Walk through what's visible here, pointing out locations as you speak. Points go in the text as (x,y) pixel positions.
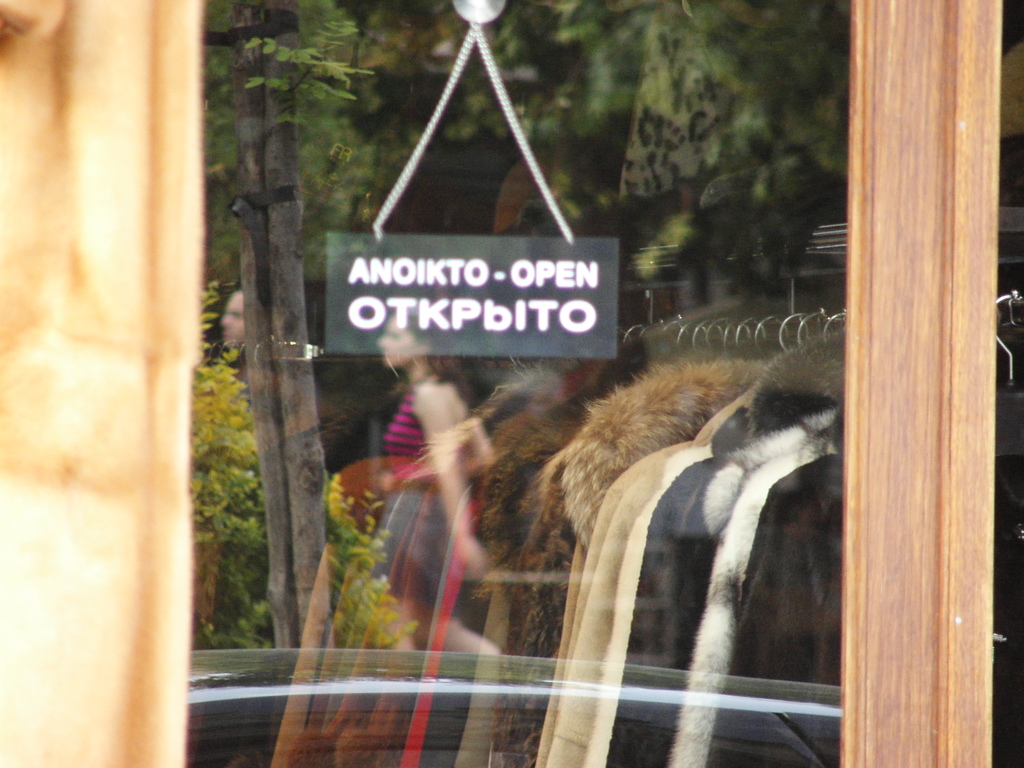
In the center of the image (458,393) there is a mirror (635,751) in which there is a reflection (426,578) of a woman (412,478), Trees (253,324). There are jackets (658,473). To the left side of the image (113,484) there is a wooden frame (74,472).
